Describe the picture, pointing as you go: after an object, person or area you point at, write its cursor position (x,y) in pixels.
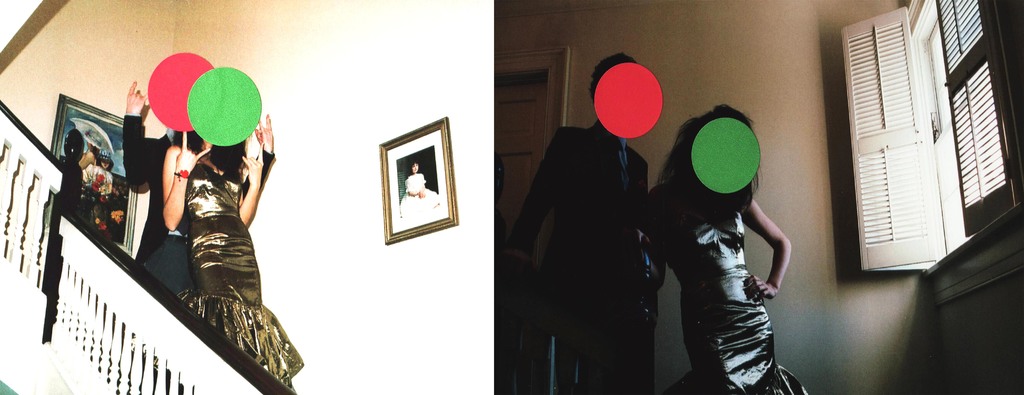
This is a collage. On both of the picture there are same person (558,243). The man (558,262) is wearing black suit (573,252). The lady (212,166) is wearing golden dress (720,297). On their face (649,129) red and green color dots (611,113) are there. In the left (124,116) both the persons (182,283) are on staircase (92,292). This is the railing (59,239). On the wall (344,185) there are frames (433,181). Here in the right (886,157) there is a window (958,148). This is a door (537,131).
